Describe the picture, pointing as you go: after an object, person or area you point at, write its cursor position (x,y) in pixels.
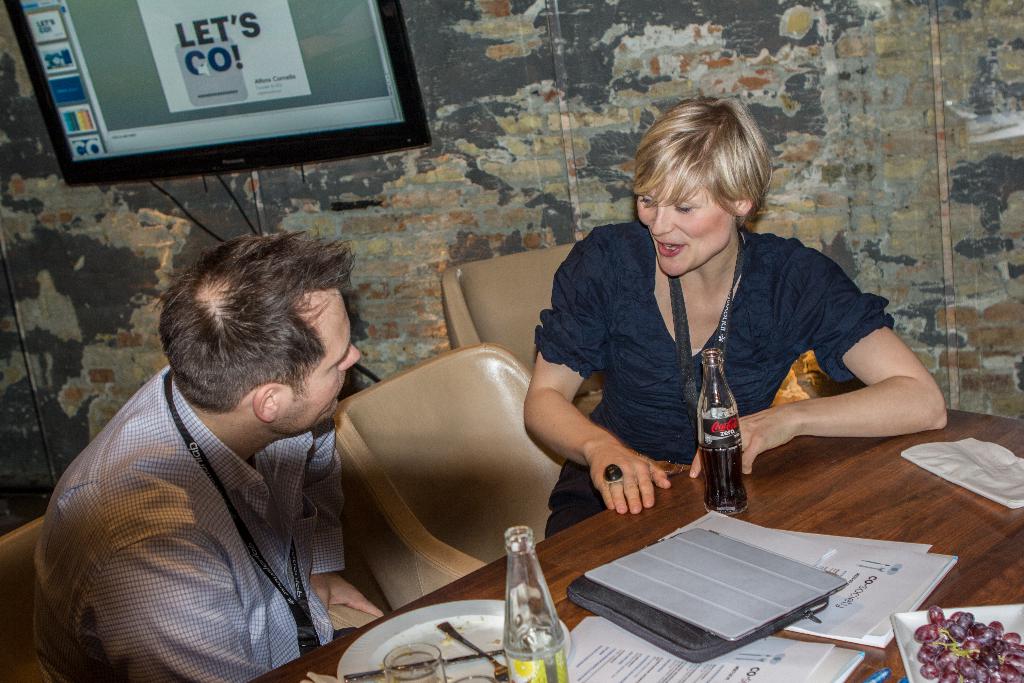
In this image on the right (744,409), there is a woman (736,396), she wears a dress (737,368), she is sitting. On the left (230,490) there is a man (246,511), he wears a shirt (240,569), tag (271,567). In the middle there is a table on that there are papers (842,634), plates (456,663), glasses (409,674), bottles (559,638), tissues (994,477), grapes (970,657). On the left (229,225) there are chairs (435,416), tv (298,132), screen (301,134), wall (613,79).
